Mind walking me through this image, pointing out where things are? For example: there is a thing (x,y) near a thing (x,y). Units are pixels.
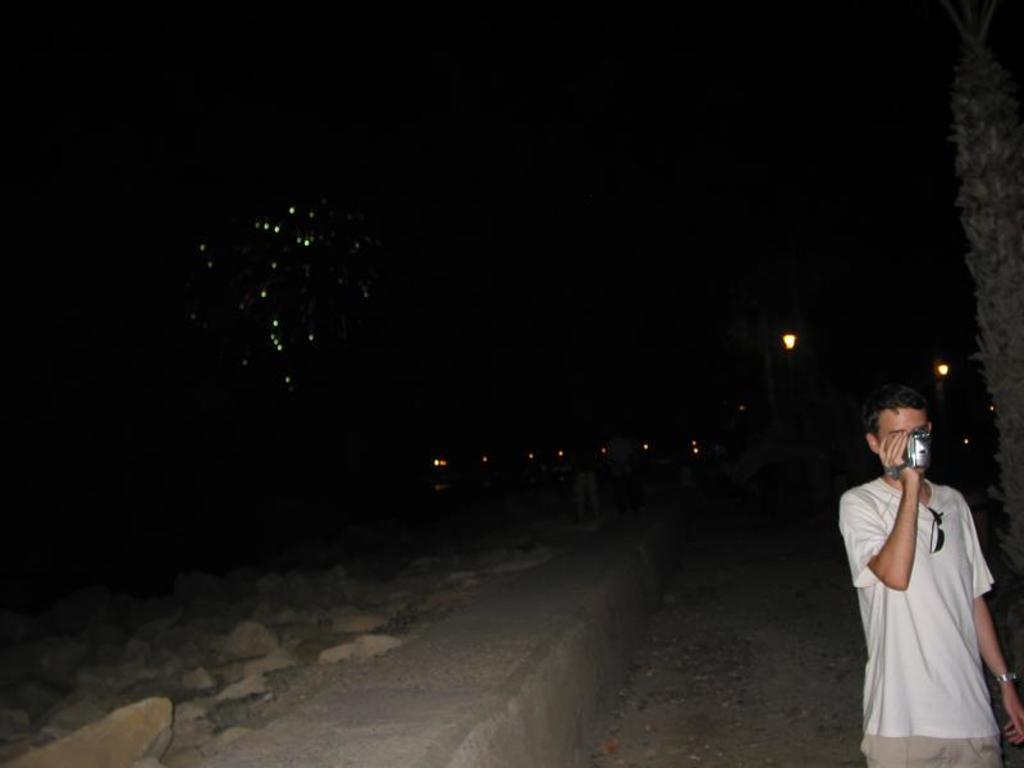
In this picture we can see a man (958,640) is standing and holding a camera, on the right side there is a tree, there are some stones (416,602) on the left side (277,670), we can see lights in the background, there is a dark background (361,186).
